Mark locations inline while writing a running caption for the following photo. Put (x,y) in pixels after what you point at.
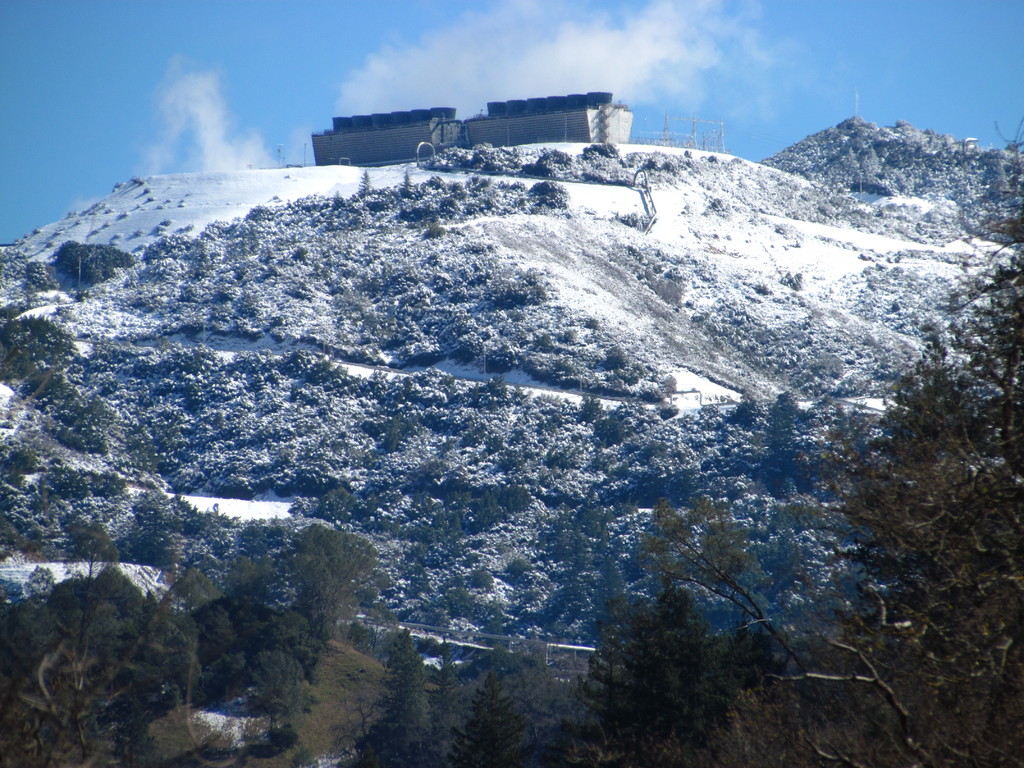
In this image, at the bottom (768,675) we can see some trees (850,513), in the middle (665,323) we can see the snow (752,176) and many plants (403,458), at the top (615,119) we can see two cooling towers (462,136) and some poles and in the background (707,119) we can see the sky (624,67).
